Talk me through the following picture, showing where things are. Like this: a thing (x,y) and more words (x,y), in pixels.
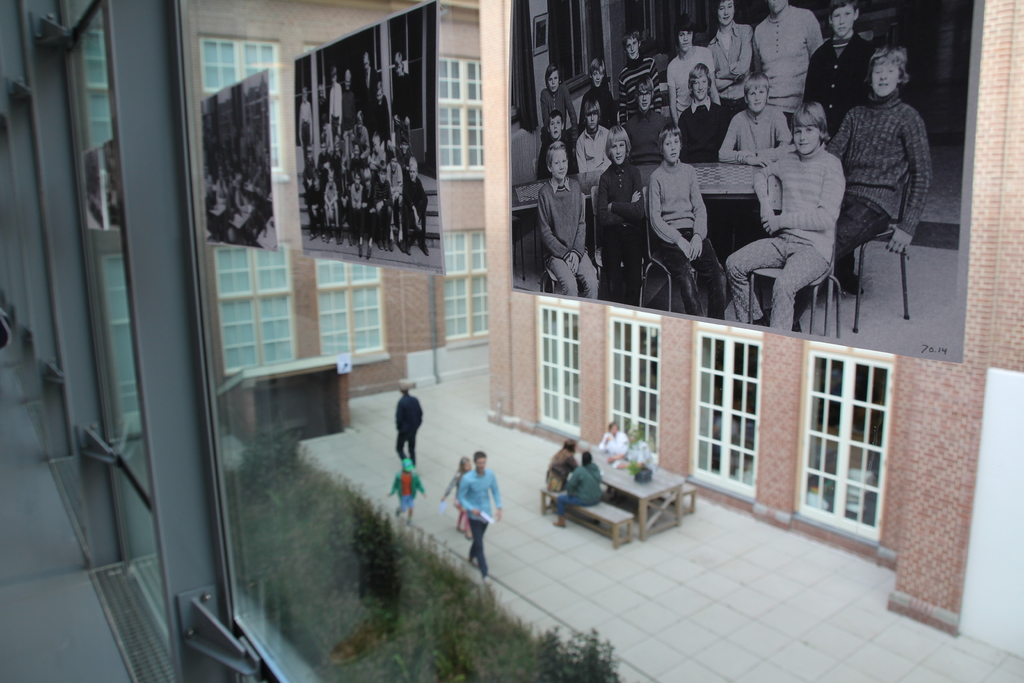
In this image I can see few people (465,503) are walking on the road (451,507). Beside there are three persons (587,466) sitting on the bench (603,512). In the background (619,342) there is a building (475,134). On the top of the image (400,146) I can see few photos (624,153) attached are to the glass (300,16). On the bottom of the image (311,539) there are some plants (387,623).
